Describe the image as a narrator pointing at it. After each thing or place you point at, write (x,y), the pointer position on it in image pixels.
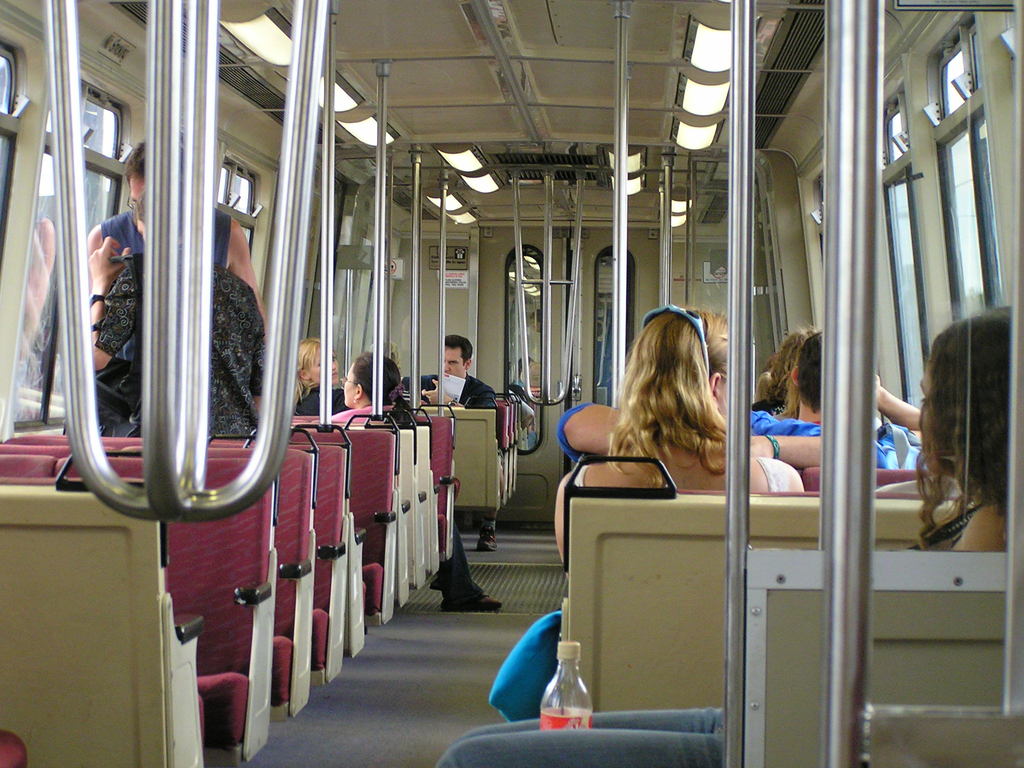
This is the inside view of a train (435,543) where we can see people (582,427) are sitting on the seats (664,525). At the bottom of the image (576,699) we can see a bottle (576,699). On the both side of the image, we can see the windows (56,267). In the middle of the image (584,285), we can see a door (582,363). At the top of the image (452,120), we can see lights (700,48) attached to the roof (581,123).
